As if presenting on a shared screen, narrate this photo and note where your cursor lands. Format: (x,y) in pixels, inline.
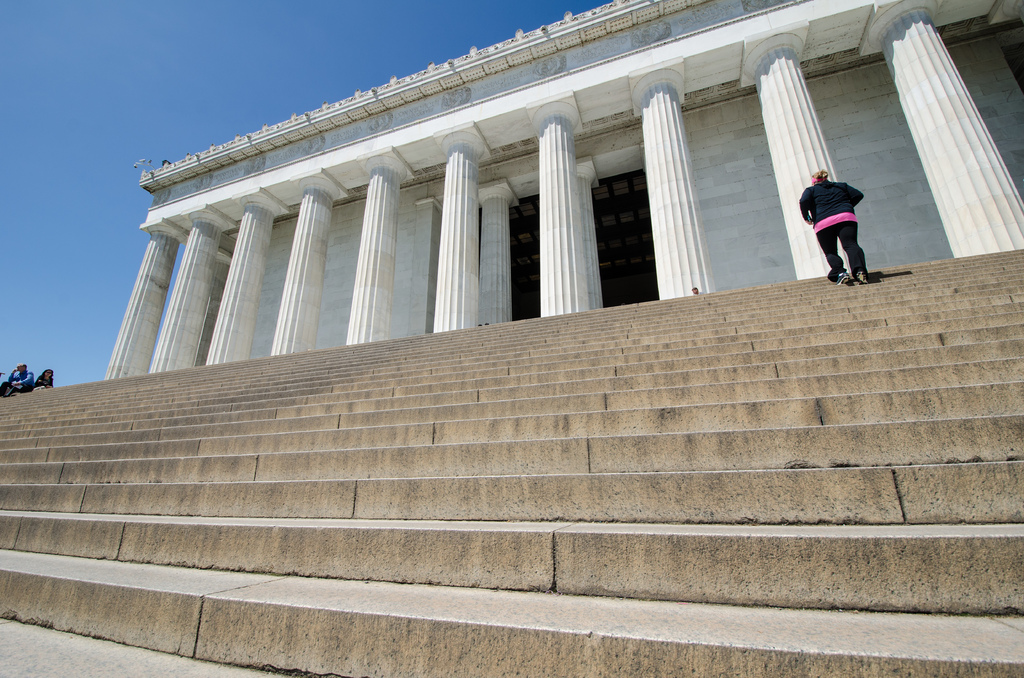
In this image I can see a building (287,314), in front of the building (497,322) I can see a staircase (348,387) and a person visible on the staircase (528,348), at the top (221,9) I can see the sky (326,39).
